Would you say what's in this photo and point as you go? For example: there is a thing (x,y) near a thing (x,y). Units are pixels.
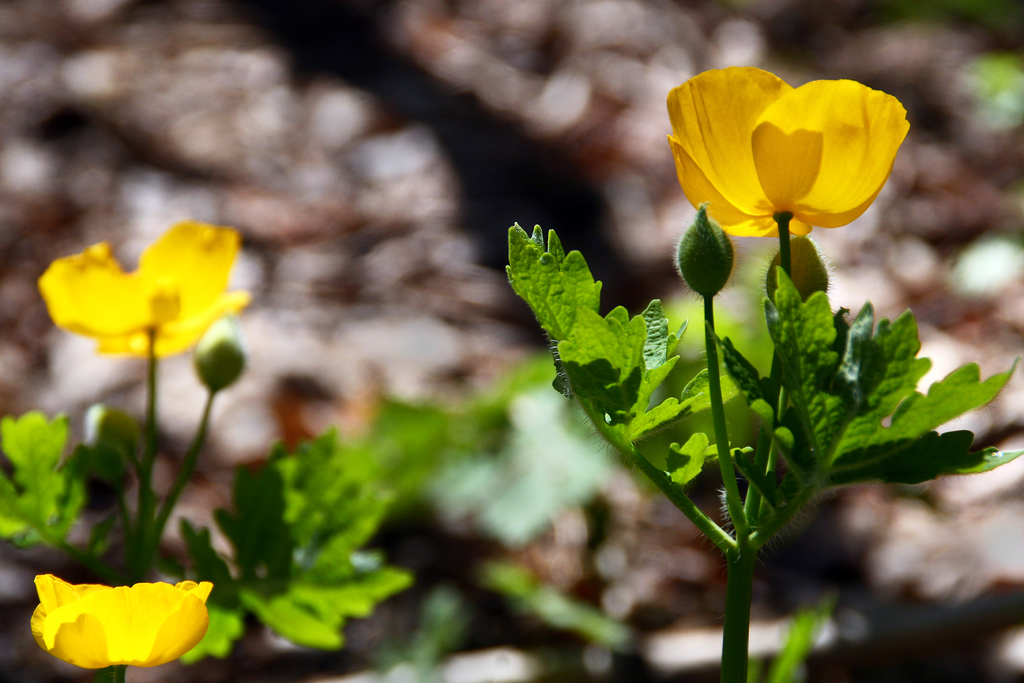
In this image we can see flowers (743,190) and buds (235,335) to the plants (759,479) and a blurry background (455,134).
